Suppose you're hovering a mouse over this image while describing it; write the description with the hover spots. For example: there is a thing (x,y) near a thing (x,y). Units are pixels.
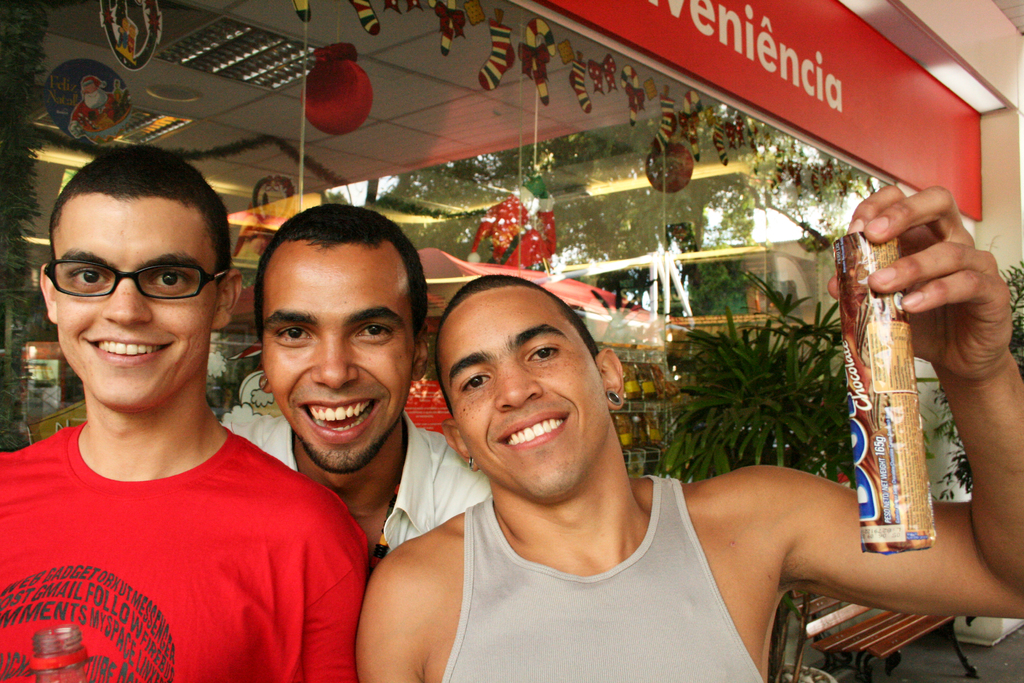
In this image a person (118,511) wearing a red shirt (155,515) is having spectacles (55,278). Behind him there is a person (387,480) wearing a white shirt (417,490). Right side (693,611) there is a person (808,561) holding a chocolate (910,502) in his hand (925,345). Behind him there is a plant (806,462). Beside to it there is a bench (873,626) on the floor (941,651). Behind them there is a shop (562,143) having few racks (641,406) with objects (648,386) in it. Few lights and decorative items (353,106) are attached to the roof (407,140) of the shop (399,133).
